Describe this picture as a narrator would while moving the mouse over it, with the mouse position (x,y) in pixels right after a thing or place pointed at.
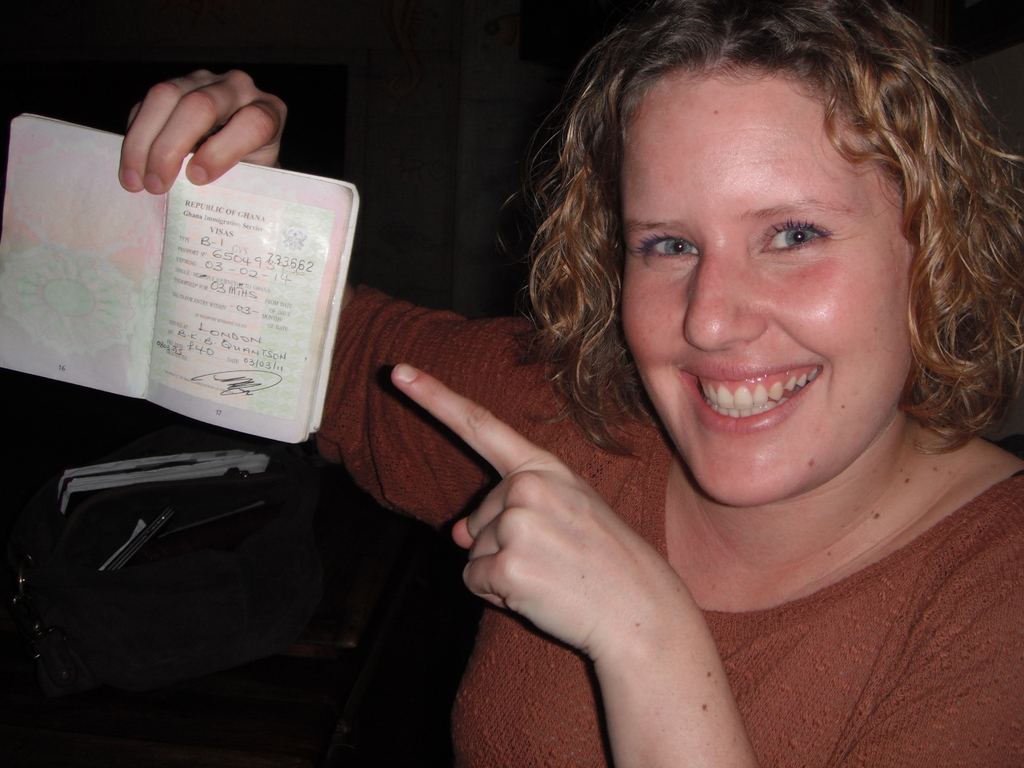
In this picture we can see a woman (752,445) is smiling and holding a book (187,269). On the left side of the women (700,364) there are some objects (275,445). Behind the woman (625,378) there is the dark background (405,111).
